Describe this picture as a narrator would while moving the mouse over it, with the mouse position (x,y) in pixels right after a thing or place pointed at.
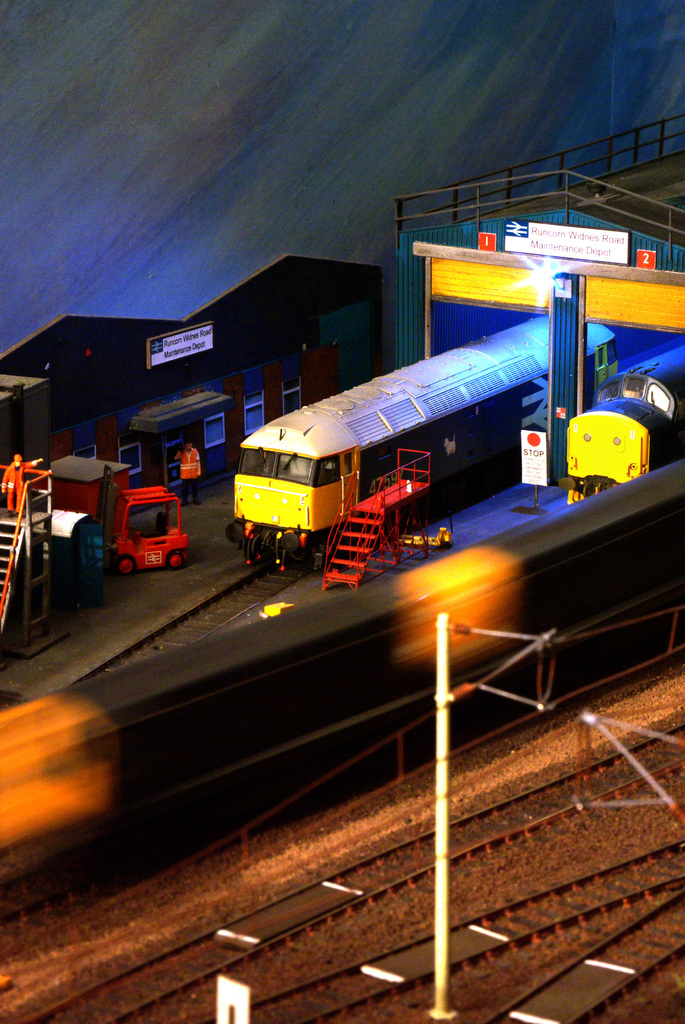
In this picture we can observe toys (449,649). There is an engine (336,419) on the railway track (209,603). We can observe railway station (514,282). There are some railway tracks (405,884) and a white color pole (447,676). We can observe some vehicles (122,559) here. In the foreground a train (476,636) is blur. All of these were toys (339,519).
